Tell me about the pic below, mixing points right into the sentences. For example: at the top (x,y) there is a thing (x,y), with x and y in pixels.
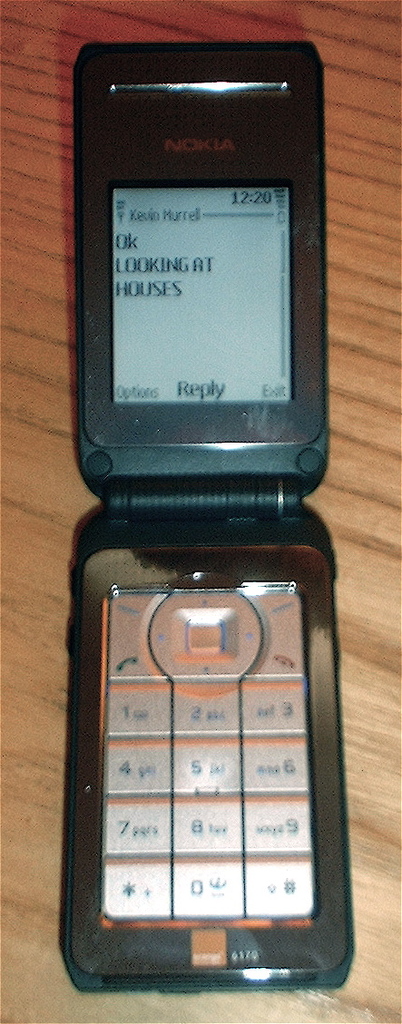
Here we can see a mobile (201,465) on a platform (9,479) and on its screen (166,344) we can see a message (166,288).
